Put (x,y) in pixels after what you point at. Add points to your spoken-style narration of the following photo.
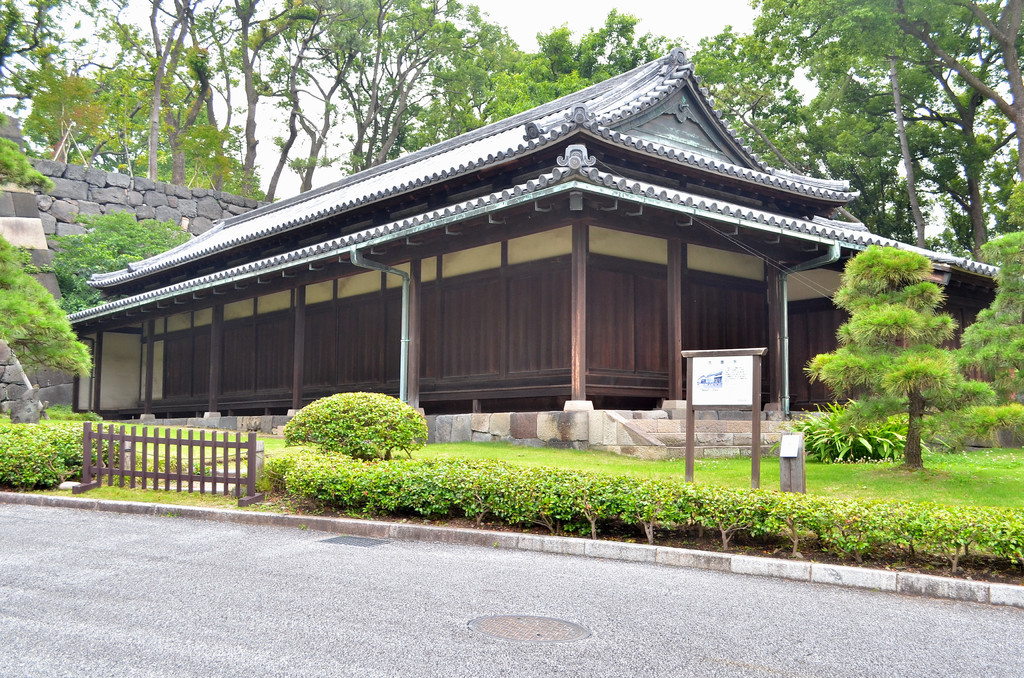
In the center of the image (546,339), we can see a house (657,332) with stairs (664,429) and in the background (116,213), there are trees (439,97), a wall (126,197), plants (86,237), a board (707,405) and there is a railing (155,454). At the bottom (312,599), there is road (220,578).
